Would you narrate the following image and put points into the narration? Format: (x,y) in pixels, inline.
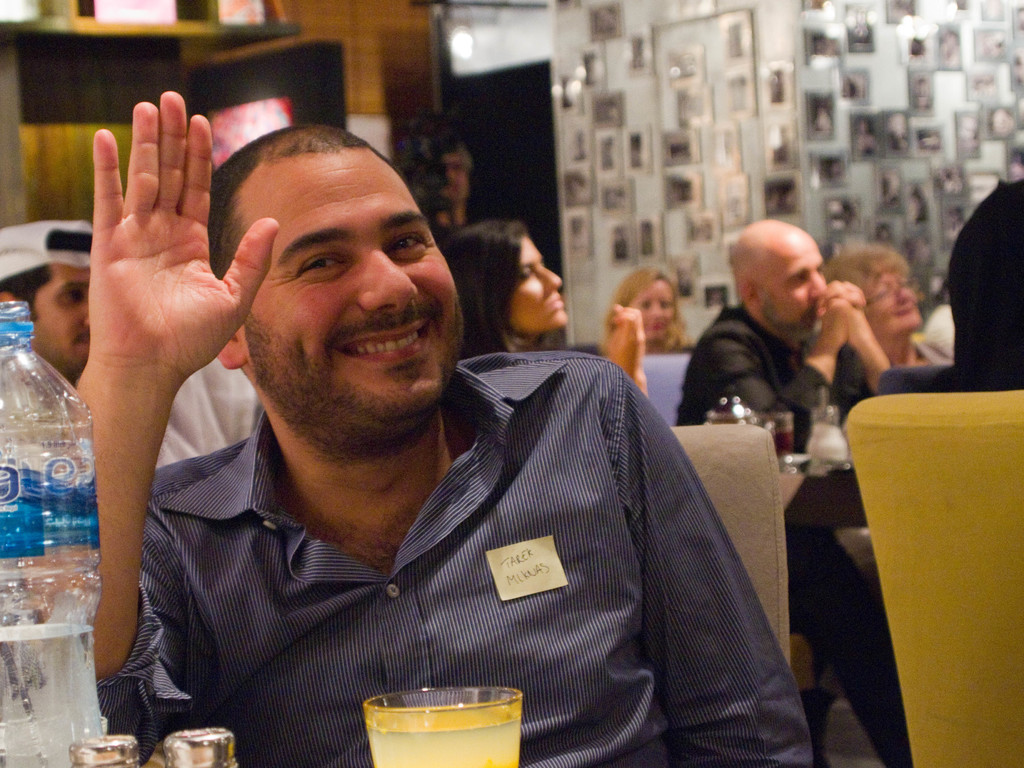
In this picture I can see a man (439,409) who is sitting in front and I see that he is smiling and I can also see that he is wearing a shirt (602,428). In front of him I can see a bottle (51,623), a glass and 2 shakers (129,767). In the background (497,261) I can see few people (753,290) who are sitting on chairs (661,399) and I can see the wall (735,145) on which there are frames (969,82). In the middle of this picture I can see a person (454,177) who is standing.
